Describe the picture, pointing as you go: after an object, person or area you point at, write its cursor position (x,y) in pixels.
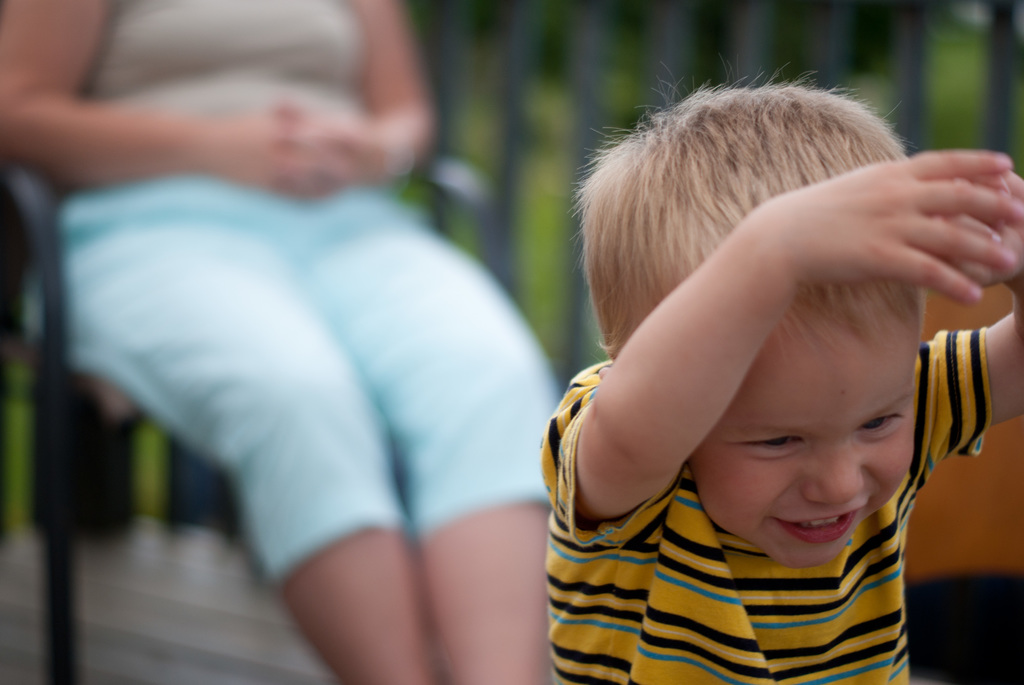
In this picture there is a small boy (712,208) on the right side of the image (843,289) and there is a lady (168,215) who is sitting on the chair (437,173) in the background area of the image (301,210).
